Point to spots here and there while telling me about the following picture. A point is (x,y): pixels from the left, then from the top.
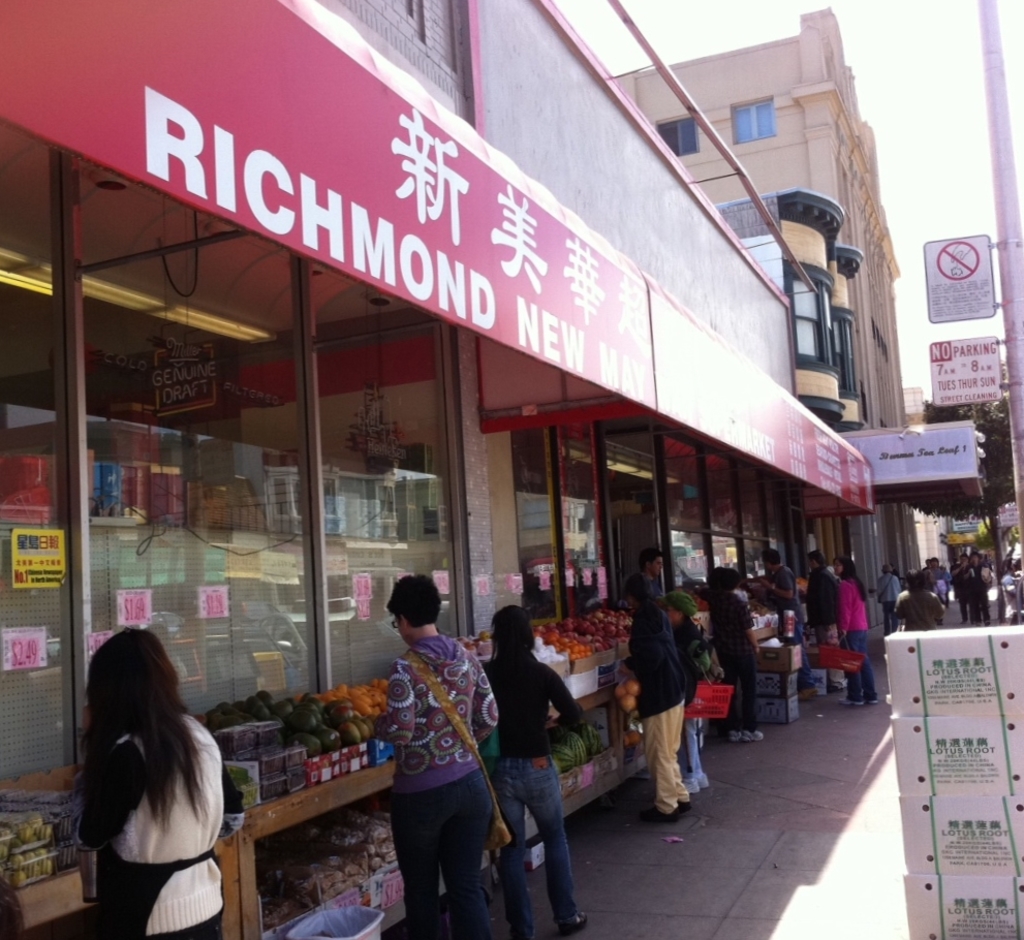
In this picture we can see a group of people (962,564) standing on a footpath (767,920), baskets (821,660), boxes (971,784), fruits (574,628), some food items (246,756), banners (578,313), sign boards (946,362) attached to a pole (1012,176), trees (972,511), buildings (831,207) with windows (808,304), posters (36,558) and some objects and in the background (885,57) we can see the sky (922,201).
